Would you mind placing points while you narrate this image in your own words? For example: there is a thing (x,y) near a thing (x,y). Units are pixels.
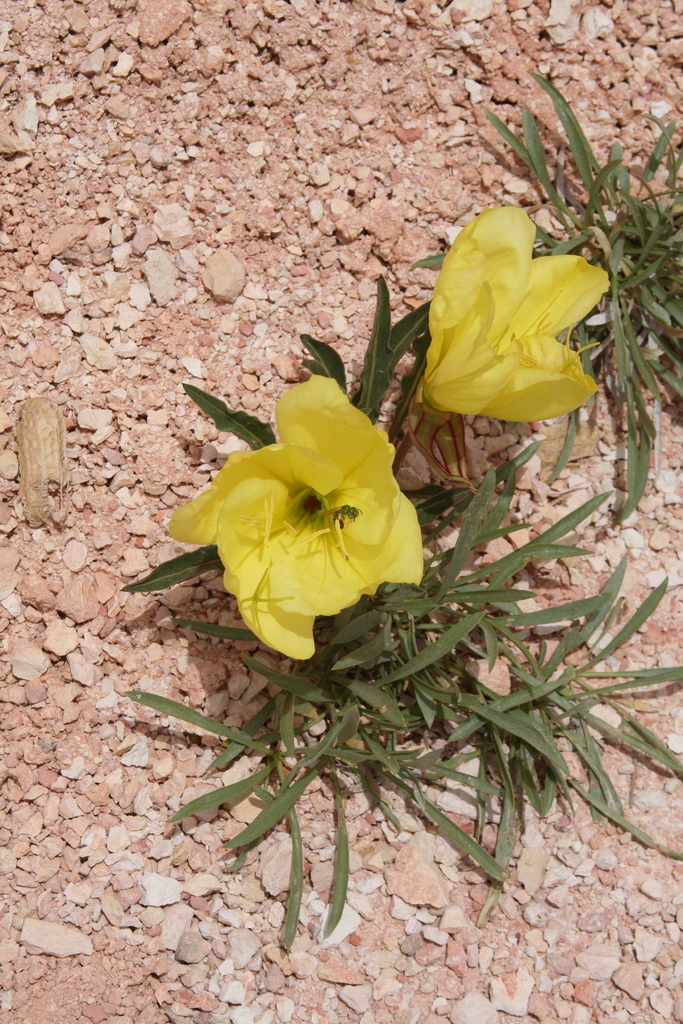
There are yellow color flowers (378,445) and leaves (346,642) on the stones texture (278,660).
